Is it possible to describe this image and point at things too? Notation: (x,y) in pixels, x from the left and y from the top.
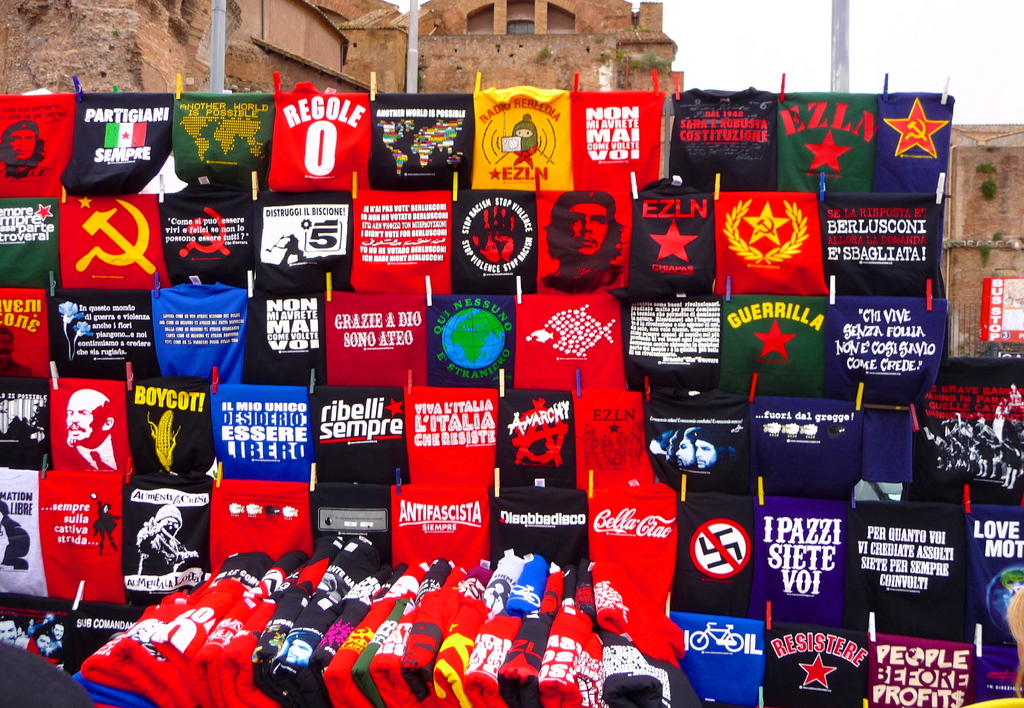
In this image we can see some clothes (470,536) in different colors with text (486,640) and some pictures (841,426). In the background (24,61), we can see the building (456,38).
